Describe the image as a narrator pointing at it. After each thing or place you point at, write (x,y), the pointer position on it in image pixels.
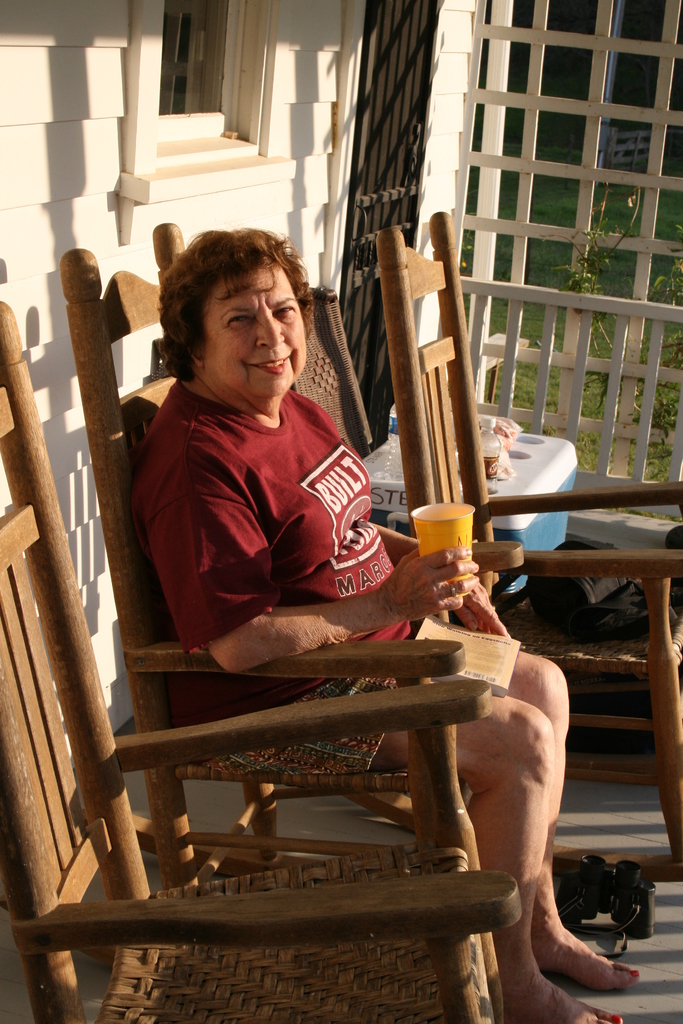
In the middle of the image (240,419) a woman (250,421) sitting on a chair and holding a cup (441,534). Top right side of the image (521,219) there is a fencing (527,161), Through the fencing (586,140) we can see the grass (562,205). Bottom right side of the image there is a binocular (649,917). Bottom left side of the image (202,747) there is a chair (1,330). Top left side of the image (96,225) there is a wall (69,149).
